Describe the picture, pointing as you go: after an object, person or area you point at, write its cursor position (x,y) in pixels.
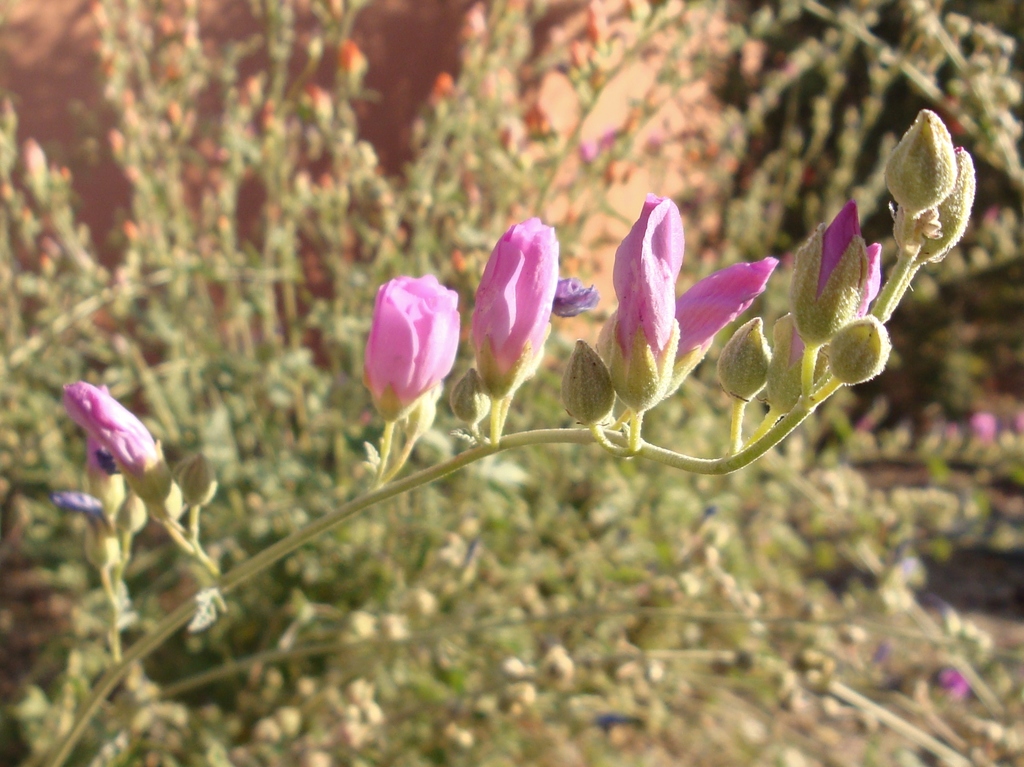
In this image, we can see few flowers (947,161) with stem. Background (63,609) there is a blur view. Here we can see few plants (591,640).
